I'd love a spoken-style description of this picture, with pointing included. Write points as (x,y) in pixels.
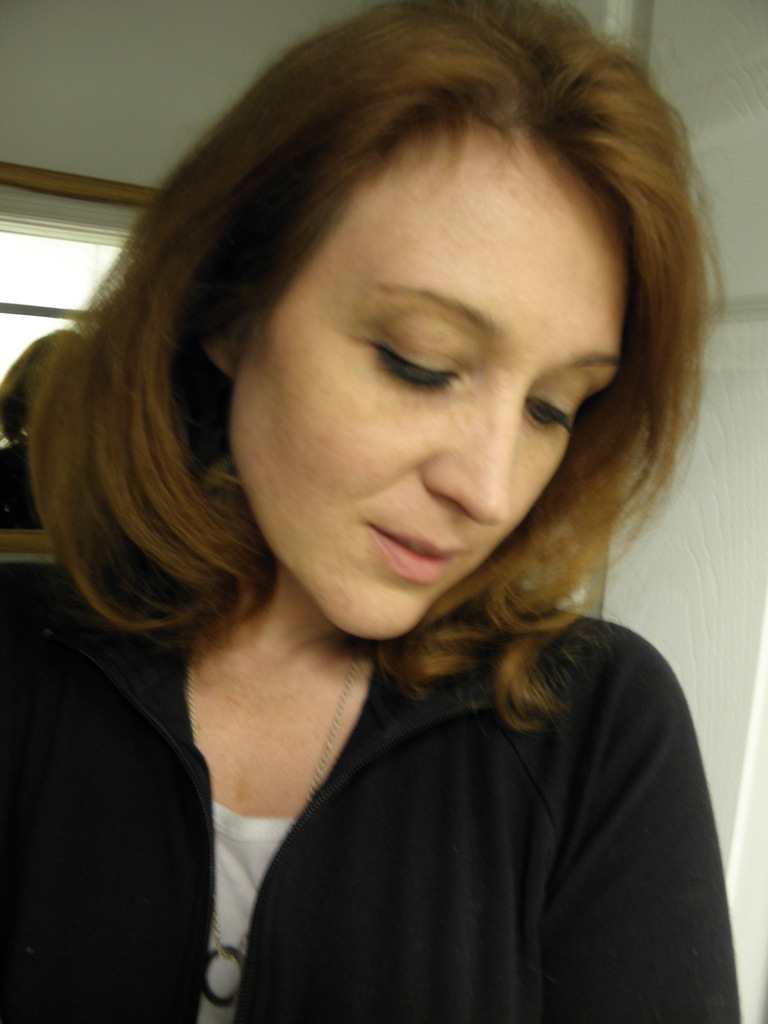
Here we can see a woman (330,406) and wore black color jacket (507,761), behind this woman (290,796) we can see wall (75,94), person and window (7,319).
